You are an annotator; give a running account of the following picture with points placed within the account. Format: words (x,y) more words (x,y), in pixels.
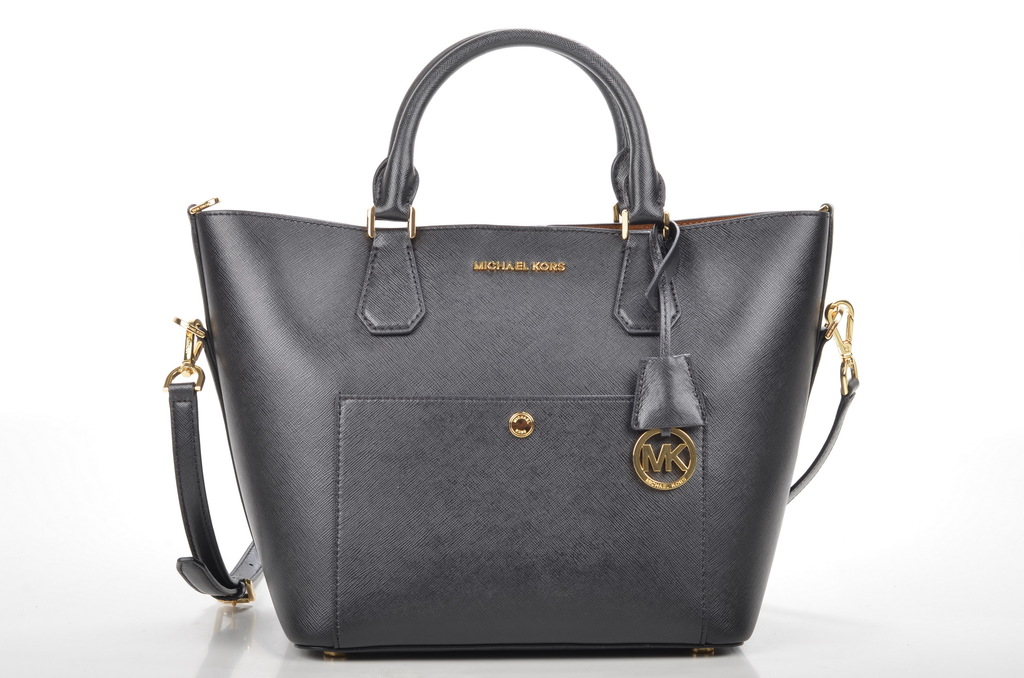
In this image in the center (355,428) there is one black handbag (451,351).
